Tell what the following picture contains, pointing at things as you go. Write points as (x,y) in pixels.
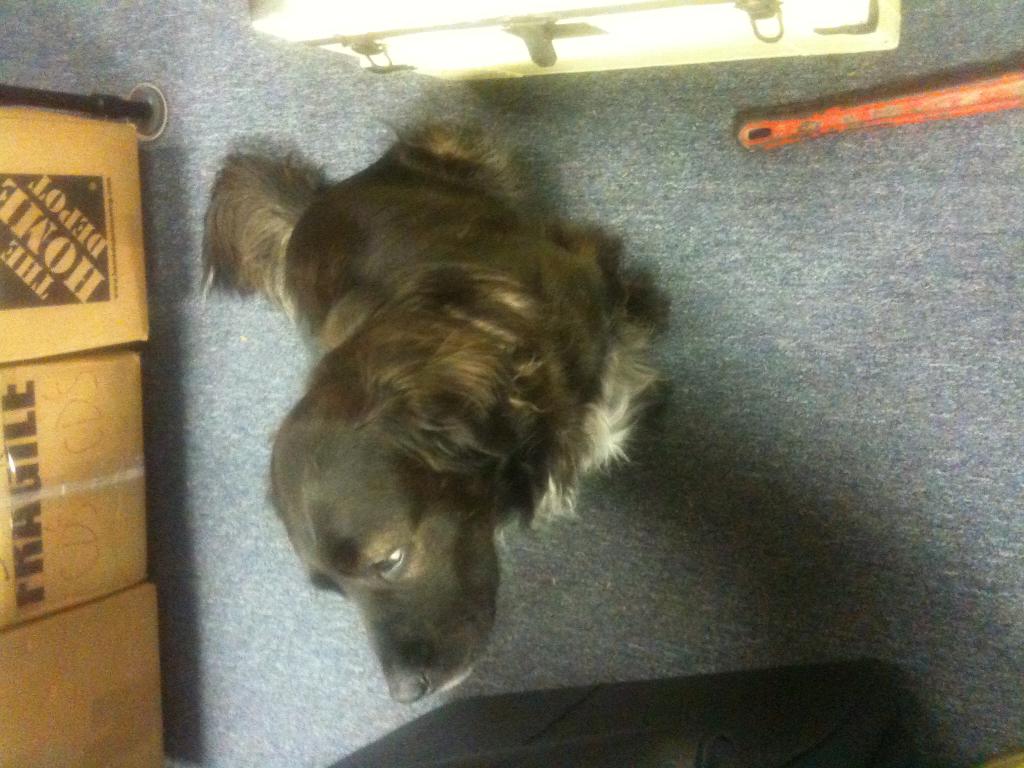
In the center of the image (519,397) we can see one dog (578,412), which is in black and white color. At the bottom of the image (489,743), we can see one black color object (509,766). On the left side of the image (83,472), we can see boxes (82,503) and one black color object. On the boxes (114,612), we can see some text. At the top of the image (754,51), we can see one orange color object (847,115) and one cream color object (552,68).
